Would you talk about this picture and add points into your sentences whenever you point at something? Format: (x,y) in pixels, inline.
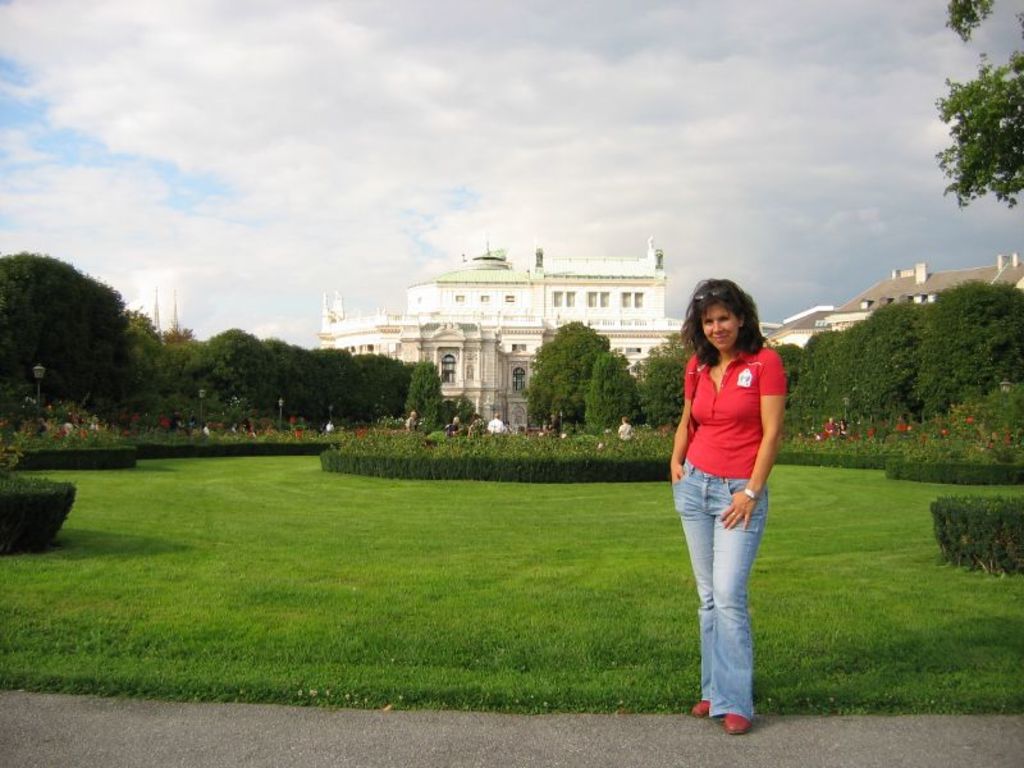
In this image there is a woman (729,460) standing with a smile on her face (726,345) is posing for the camera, behind the woman (717,449) there are a few people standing on the grass (305,487) and there are bushes (431,468), trees (384,403) and buildings (533,368).
